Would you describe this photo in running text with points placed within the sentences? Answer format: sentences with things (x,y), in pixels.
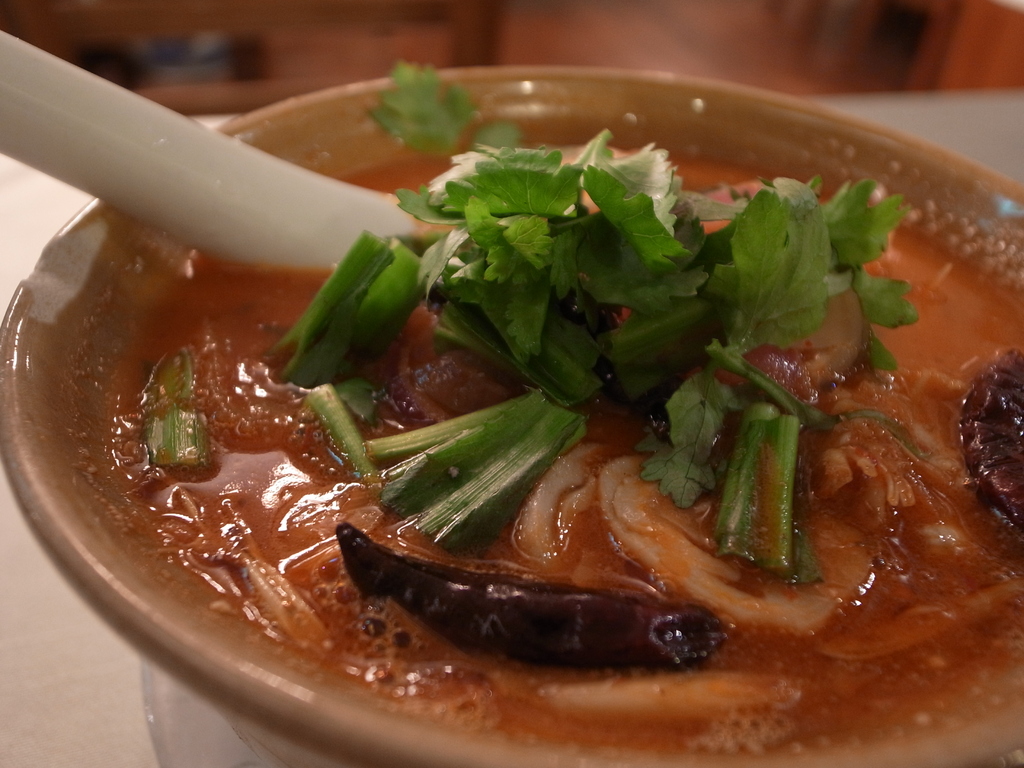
In this image we can see a bowl (285,514) containing soup (575,485) and a spoon (269,217) placed on the table (85,715).
